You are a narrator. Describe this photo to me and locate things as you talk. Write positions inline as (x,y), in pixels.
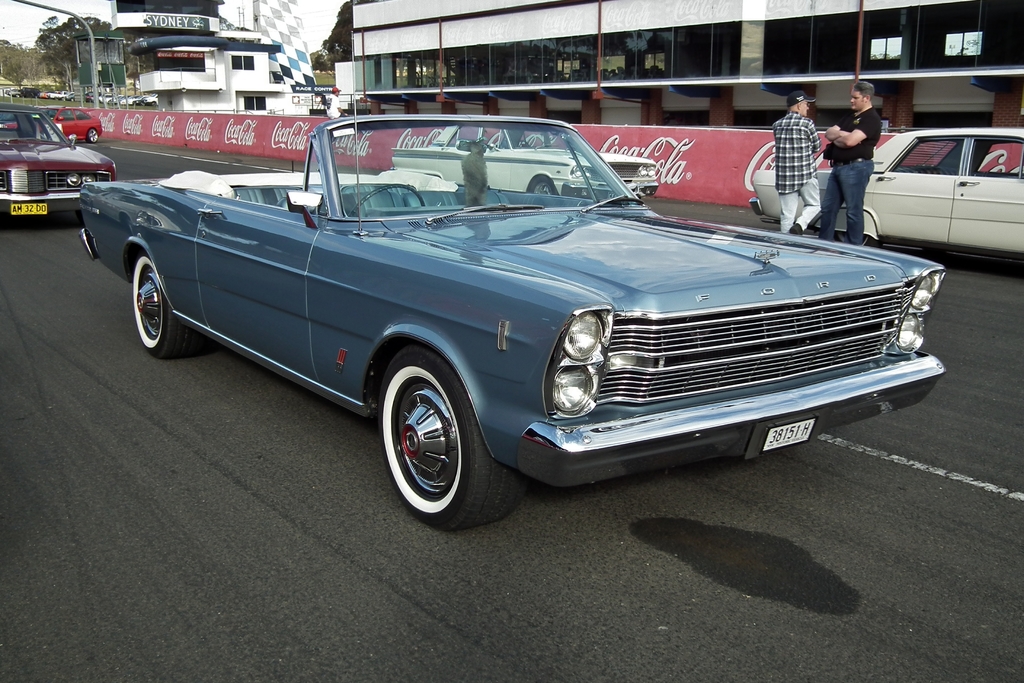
In this image we can see persons (849,192) standing on the road (190,160), motor vehicles (390,240), advertisement boards (291,144), buildings (185,58), trees (318,58) and sky (66,8).
